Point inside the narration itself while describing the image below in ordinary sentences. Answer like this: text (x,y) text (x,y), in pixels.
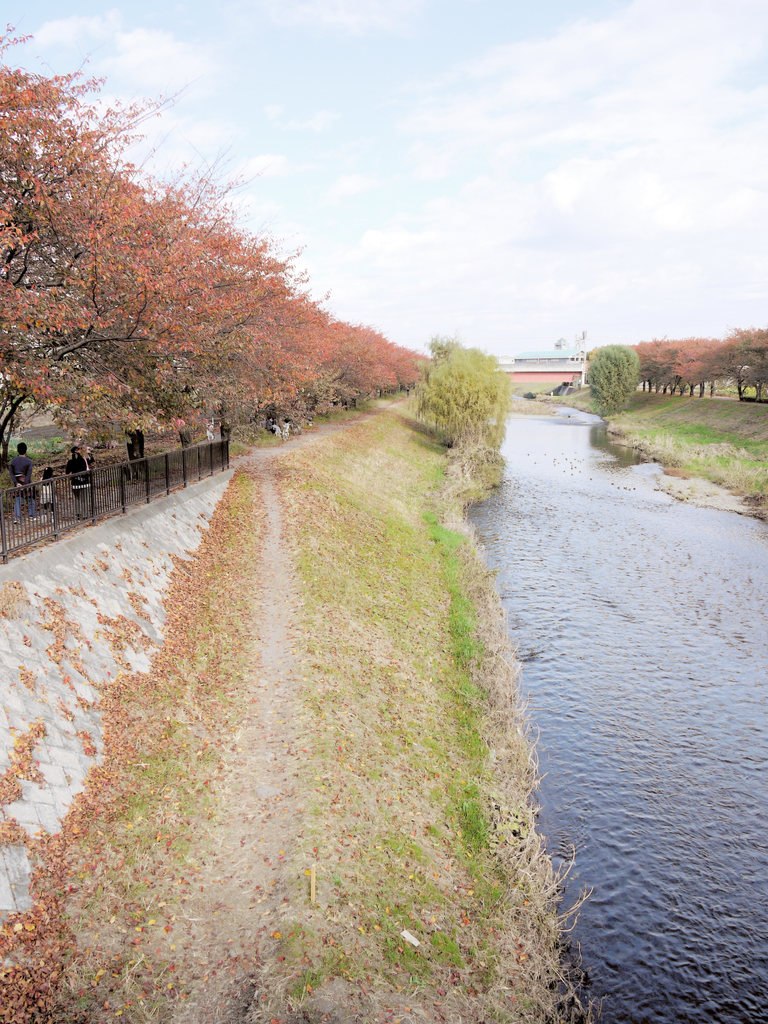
In this picture we can observe a river (590,558). There is some grass (435,618) on either sides of the river (584,466). We can observe red color trees (179,310) and black color railing (180,474). In the background (473,185) there is a sky (384,232) with some clouds (514,161).
